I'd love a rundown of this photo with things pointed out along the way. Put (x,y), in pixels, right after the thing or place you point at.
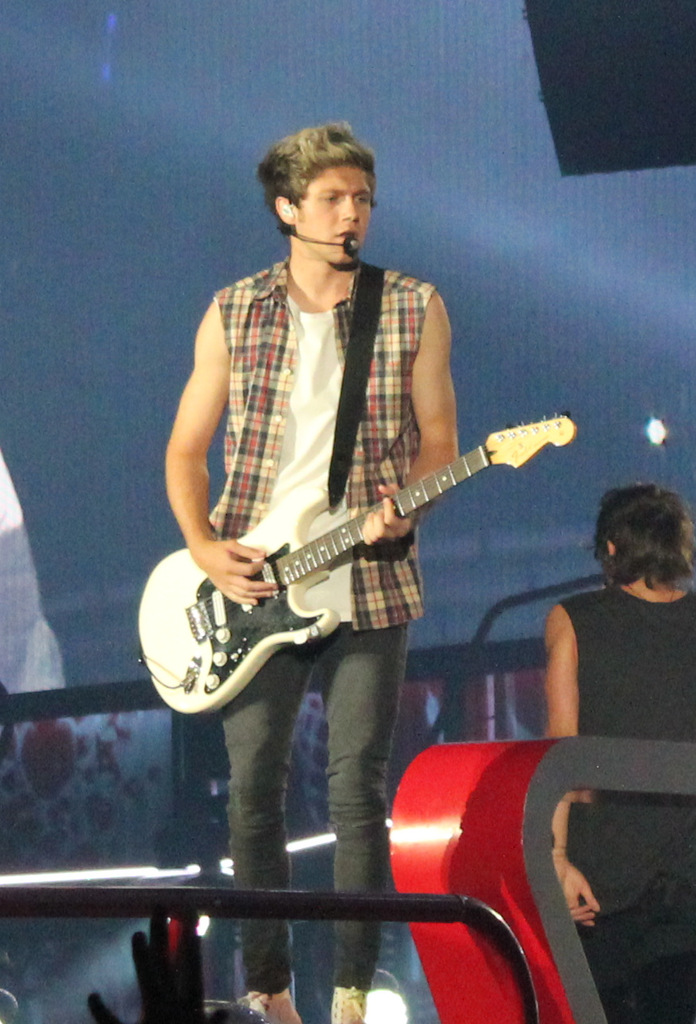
There is a man (271,812) standing, wearing a mic (338,244), singing, holding and playing guitar (174,650). In the background (652,469), there is a person (618,804) standing, a light (656,427), and violet color wallpaper (313,80). In front of him, there is a red color material (569,774) and some other objects (434,899).
